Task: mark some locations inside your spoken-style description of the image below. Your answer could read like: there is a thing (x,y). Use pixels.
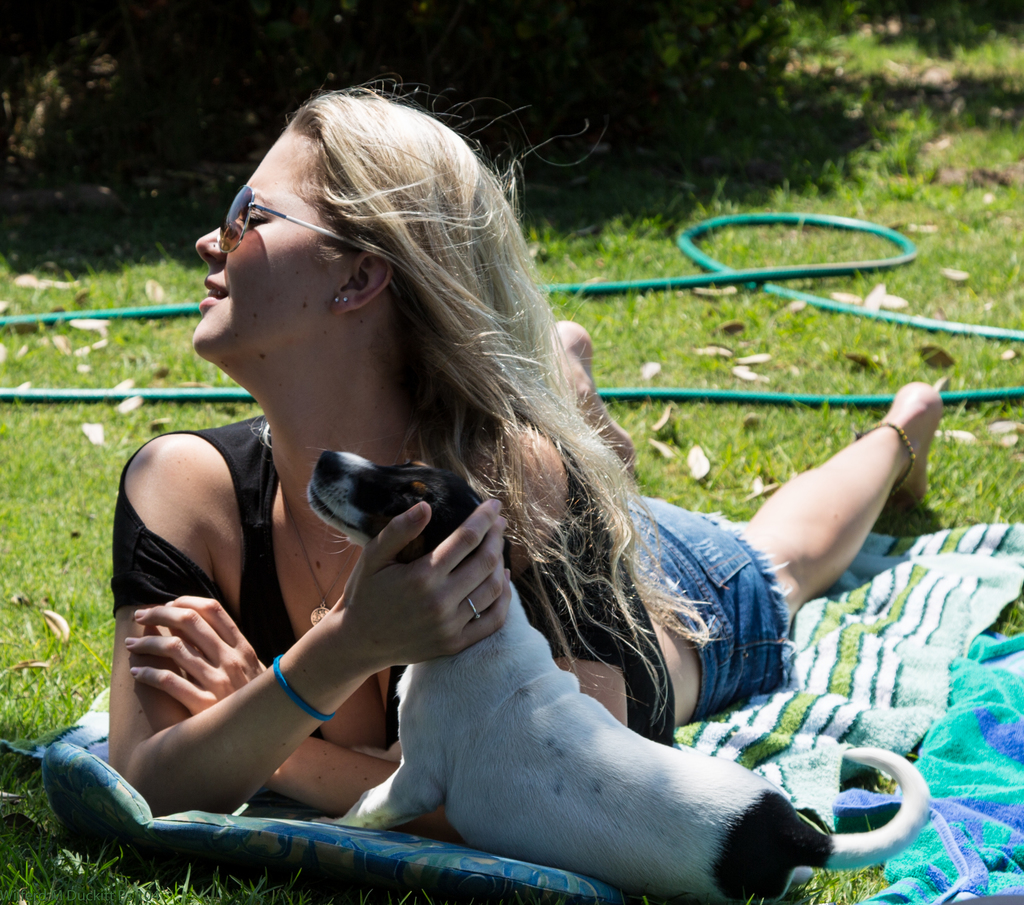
In this image I can see a person (430,564) laying and holding the dog (630,824).
